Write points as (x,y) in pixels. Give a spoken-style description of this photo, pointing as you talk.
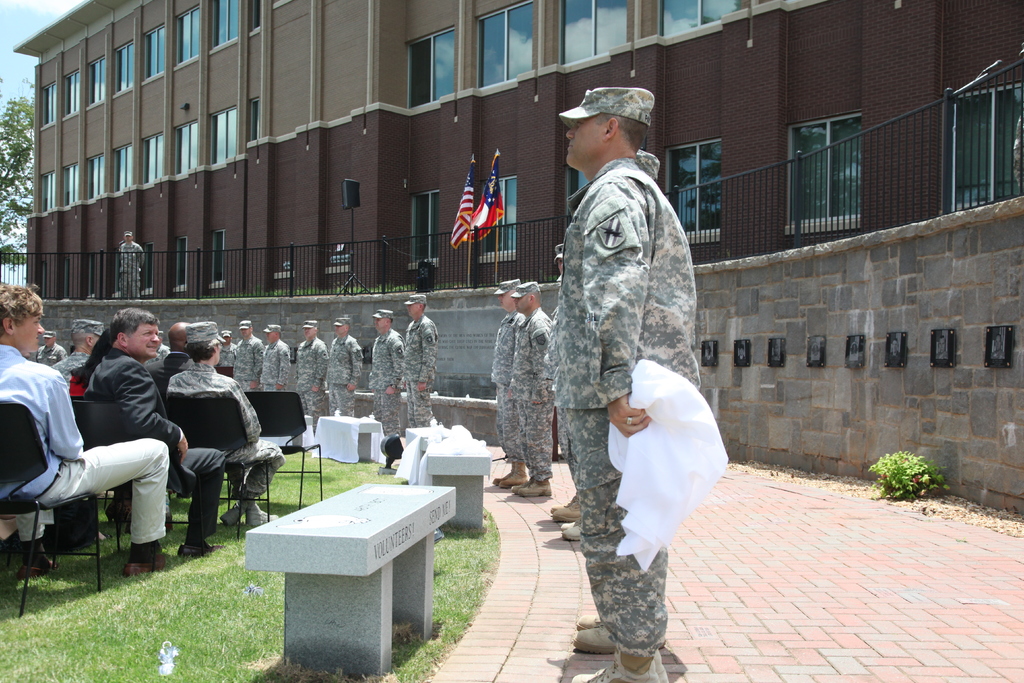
In this image we can see one building (268,271), one fence (348,255), one black object (357,203) with the stand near the fence (477,270), two flags (479,223) with poles (469,281), some pillars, some people (3,338) are sitting on the chairs (193,418) in the ground (199,602), some army people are standing, one man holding some white clothes (709,445), some pillars (339,447) covered with white clothes (434,451), some text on the wall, some objects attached to the walls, one tree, one plant (890,463), some grass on the ground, some objects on the ground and at the top (31,13) there is the sky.
